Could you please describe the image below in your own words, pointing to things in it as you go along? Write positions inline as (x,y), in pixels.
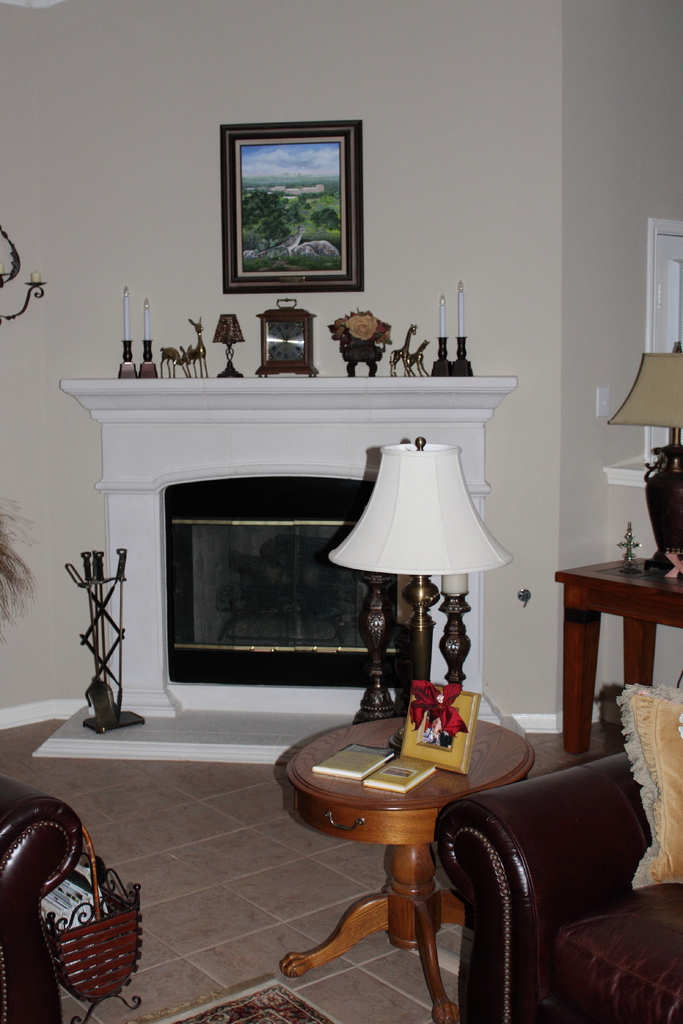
This picture is clicked inside a room (562,298). There is couch (524,880) with cushion (657,795) on it to the below right corner (594,851). Beside it there is a table (355,782) and on it there is a picture frame (422,749), books (411,779) and a table lamp (459,544). In the center (247,466) there is fire place (280,571) and above it there are sculptures (183,363) and candles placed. There is a picture frame (250,156) hanging on a wall (212,97). To left corner (112,881) there is a basket (99,924). There is another table (621,561) to the right corner (655,479) and on it there is a table lamp (653,488).
